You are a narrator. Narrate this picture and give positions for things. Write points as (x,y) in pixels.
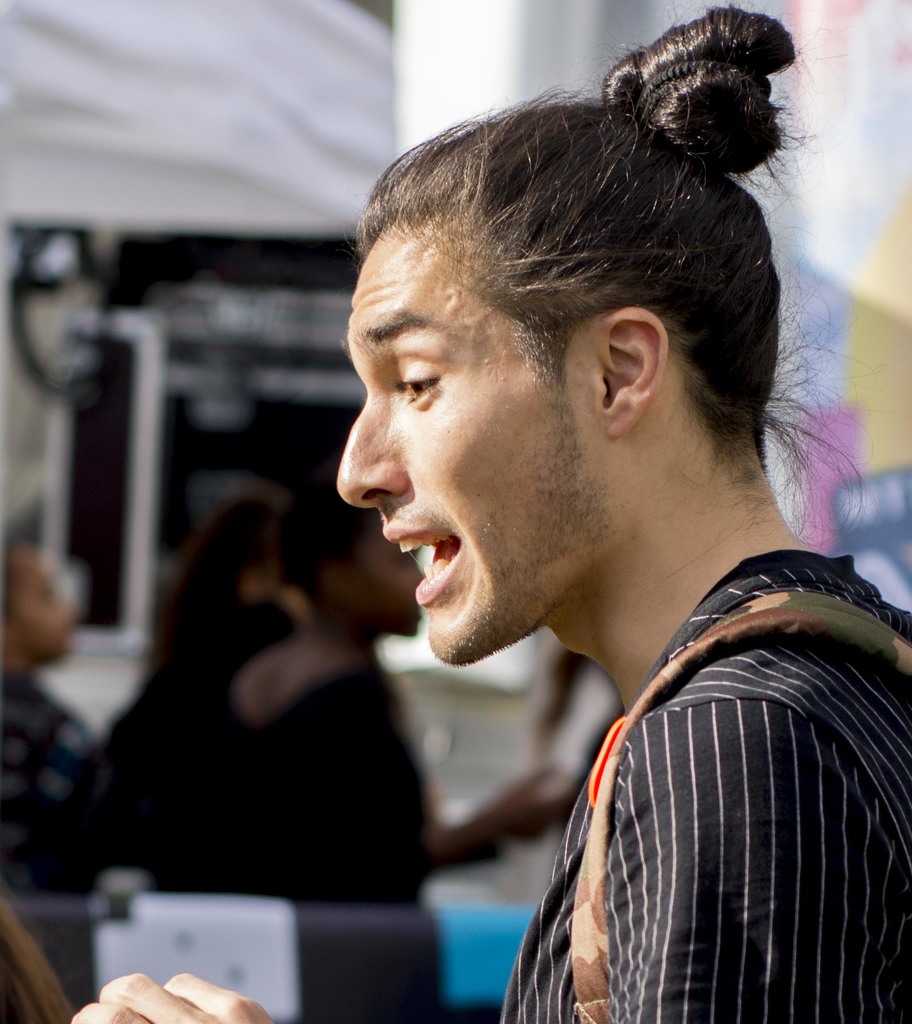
In this image we can see few people (524,621). There are few objects (506,923) in the image.
